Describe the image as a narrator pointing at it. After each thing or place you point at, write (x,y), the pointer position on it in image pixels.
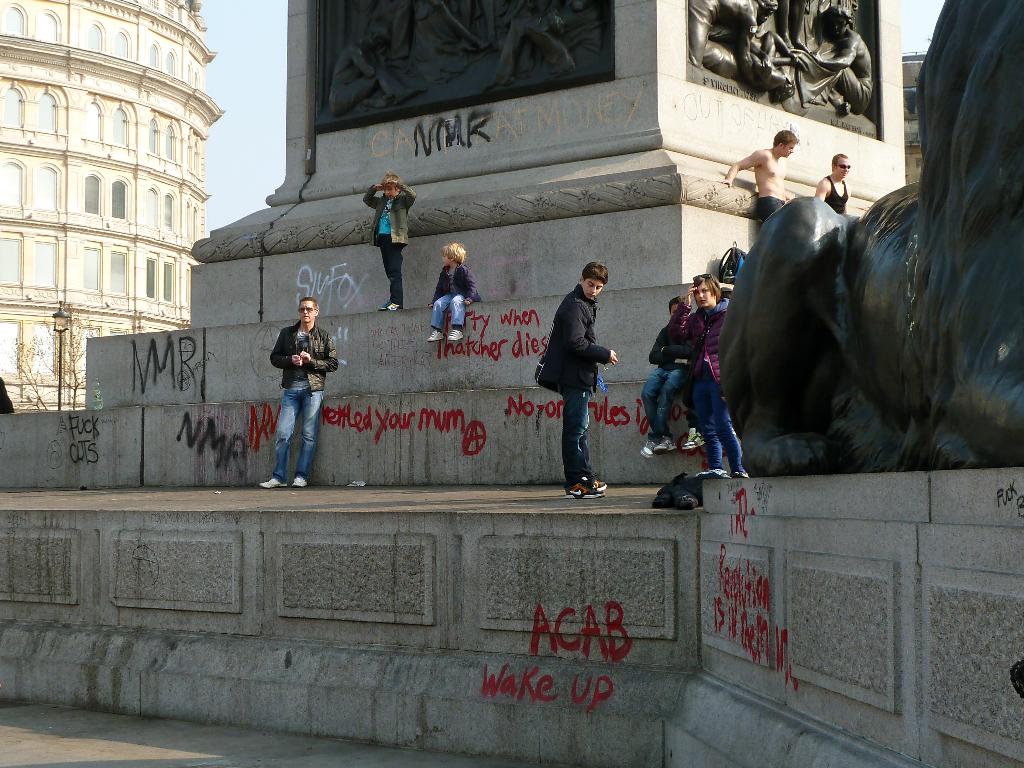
In this image, we can see a building (98,98) and we can see some sculptures (587,78) on the wall (531,106) and there's also some text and there is a statue (857,314) and a light pole (59,320) and trees (50,377). At the top (245,66), there is sky (244,73) and at the bottom (118,732), there is a road (102,714).
